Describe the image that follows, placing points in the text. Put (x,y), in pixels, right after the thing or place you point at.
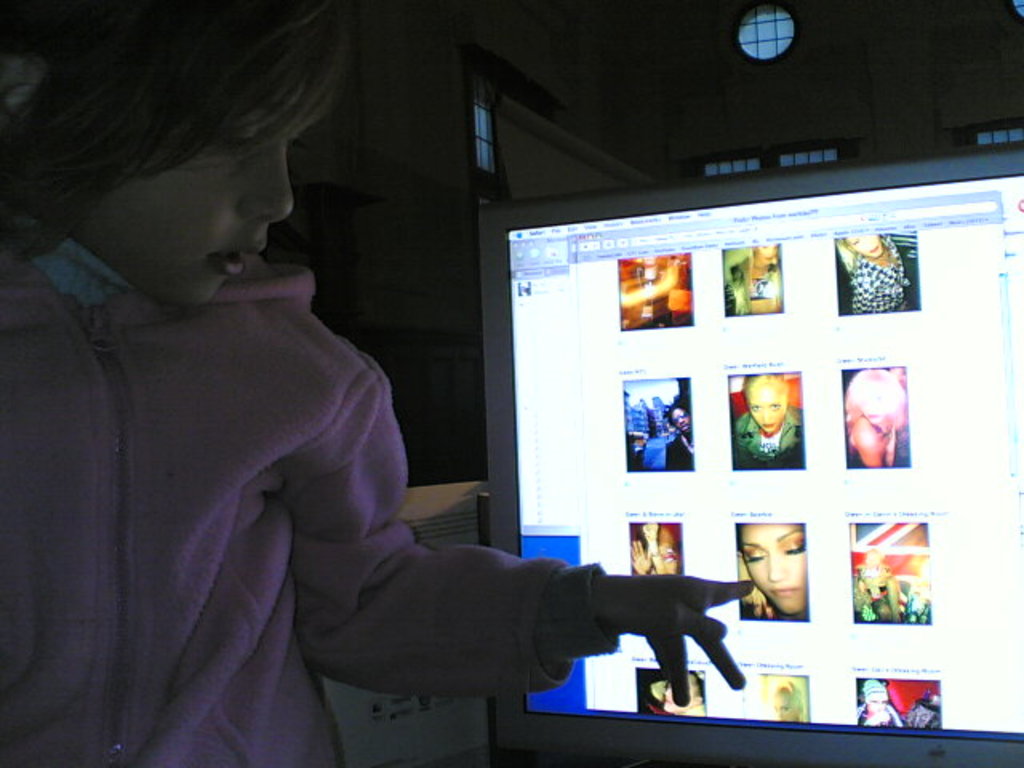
In this picture there is a girl (187,471) who is wearing pink hoodie (187,471). She is pointing out on computer screen (775,746). In the background (633,117) we can see the windows (995,133) and wall (681,97). In the screen (981,573) we can see the persons photos (767,288).
